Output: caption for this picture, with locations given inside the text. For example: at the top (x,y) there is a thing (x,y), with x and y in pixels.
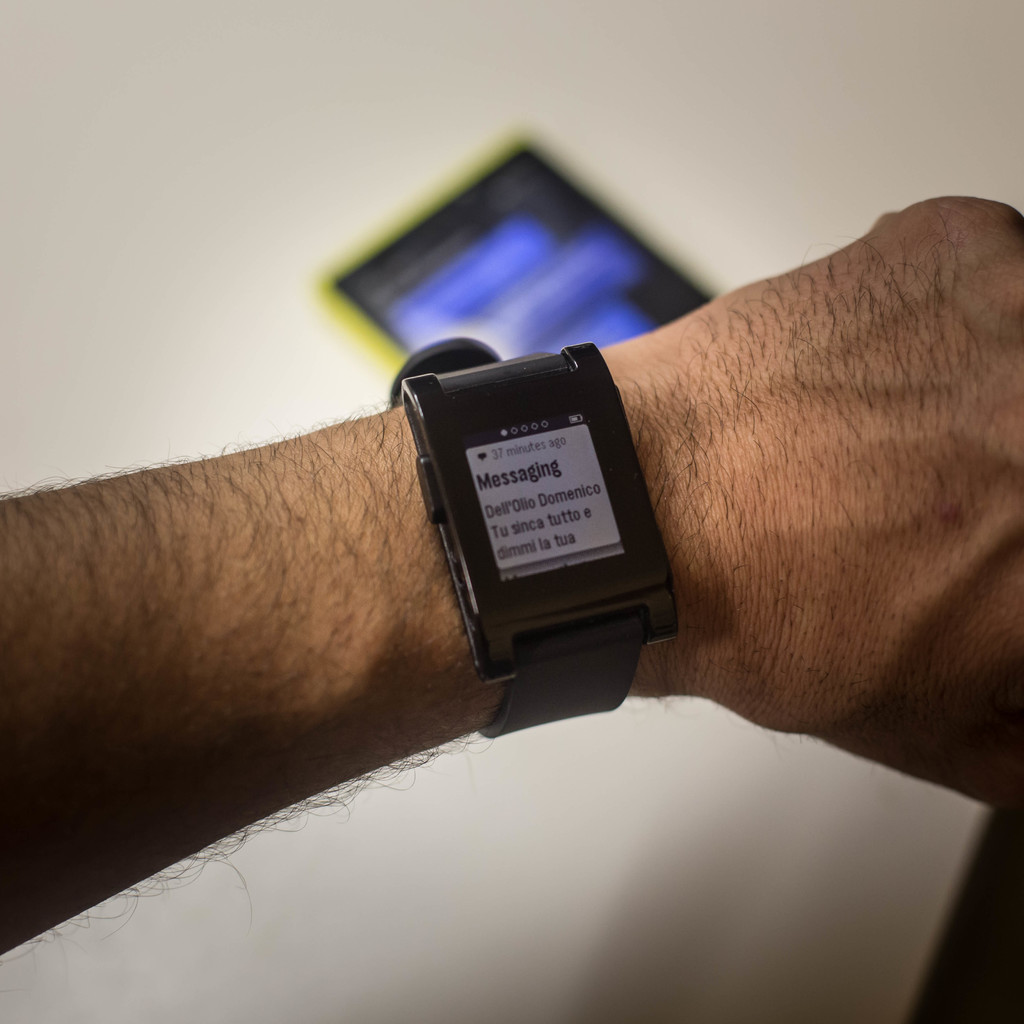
In this image there is a wristwatch (632,491) on the wrist (628,348) of a person's hand (402,707), behind the hand (325,445) there is a mobile phone (396,248) placed.
